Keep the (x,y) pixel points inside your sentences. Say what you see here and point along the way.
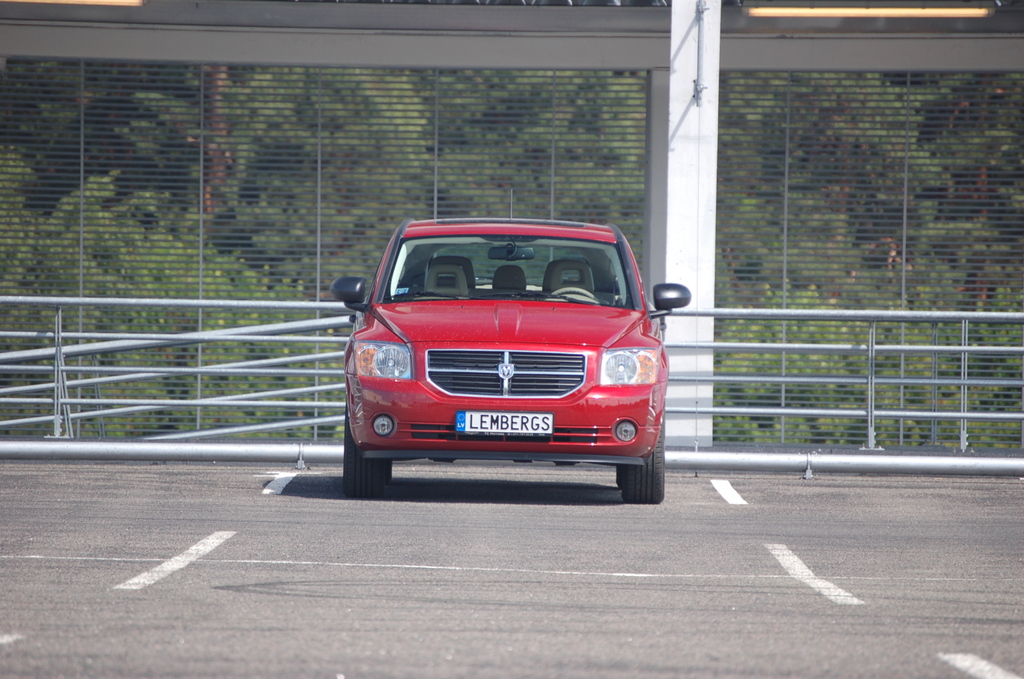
In this picture there is a red color car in the center of the image (557,281) and there is a boundary (94,368) in the center of the image (675,449), there are trees (579,199) in the background area of the image (93,206).
